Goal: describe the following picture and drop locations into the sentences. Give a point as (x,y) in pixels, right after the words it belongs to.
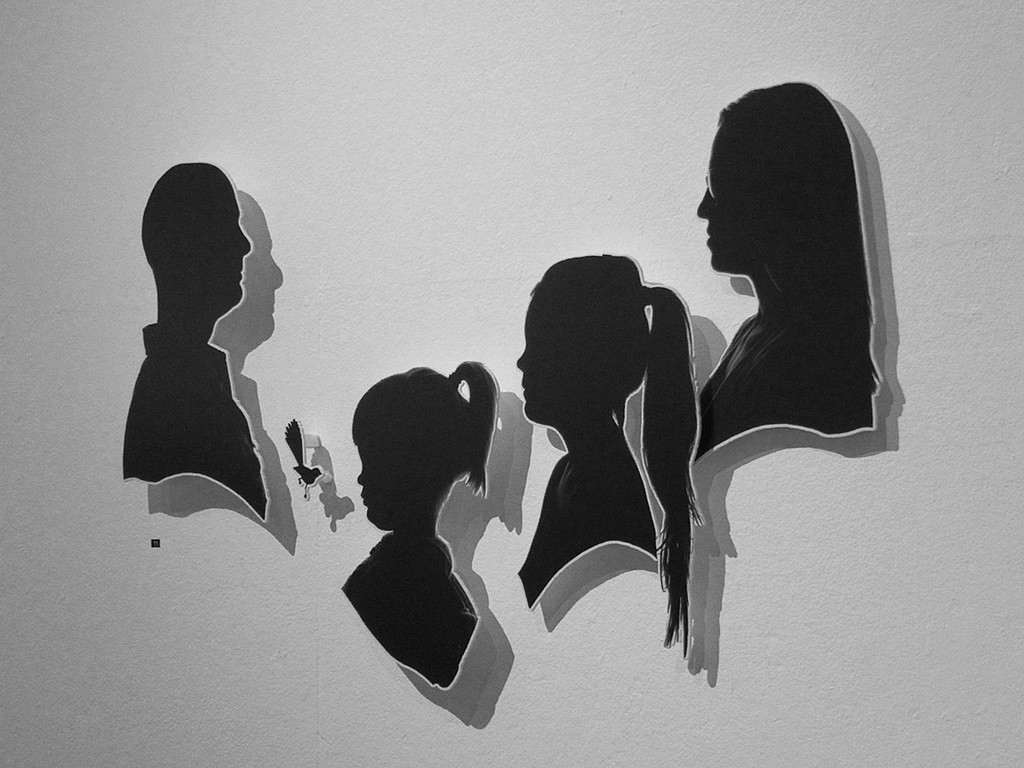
In this picture there are human faces (195,280) in the center of the image (569,328).
